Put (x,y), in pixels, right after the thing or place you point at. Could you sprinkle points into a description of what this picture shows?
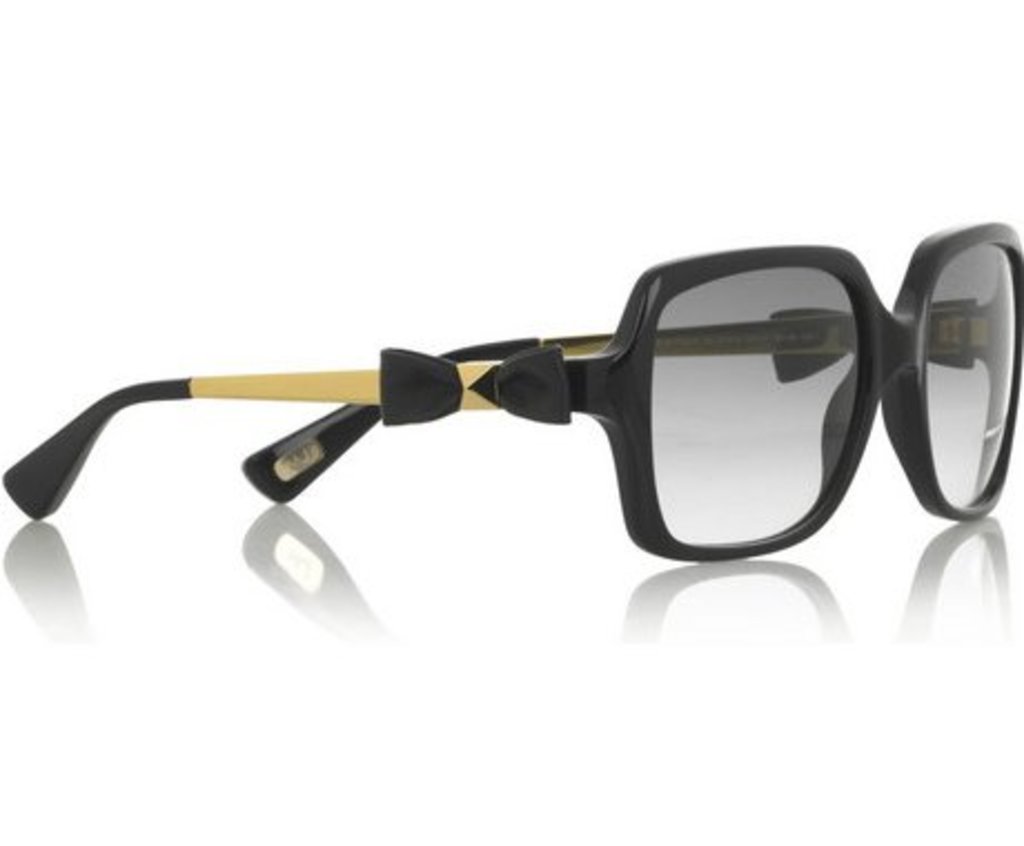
In this image we can see the sunglasses (908,340) and there is a reflection (670,588) of sunglasses (766,547) at the bottom (997,574) and the background (136,834) is white in color.
